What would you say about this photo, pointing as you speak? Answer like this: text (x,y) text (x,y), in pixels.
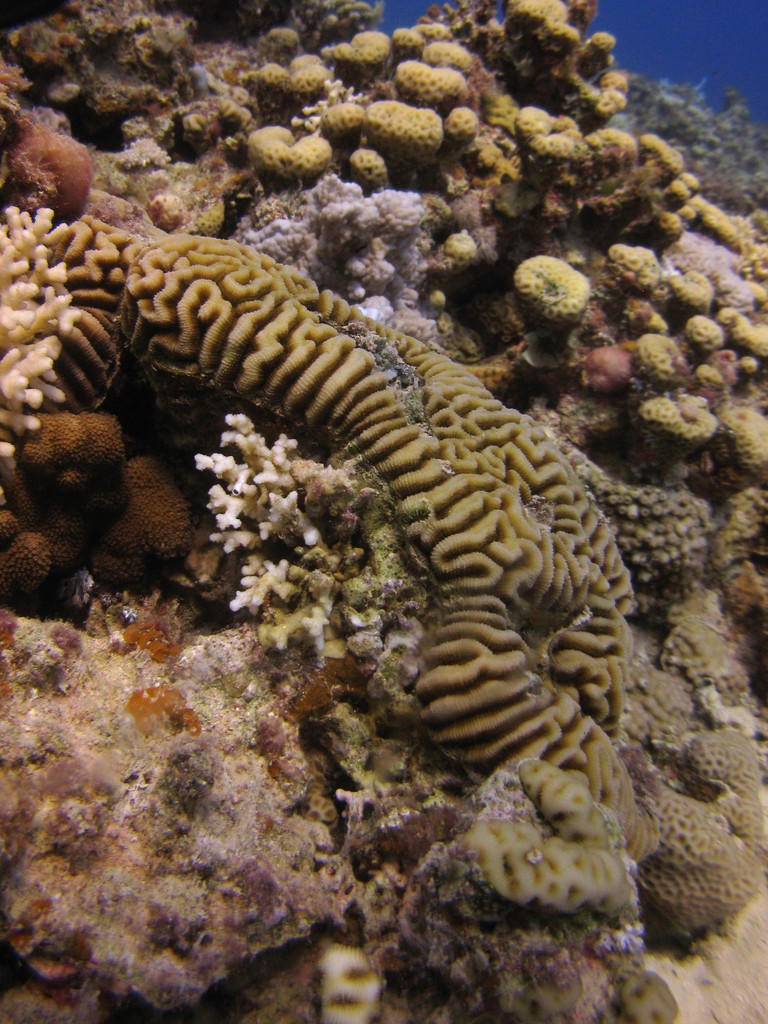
This is the picture of a under water environment (108,732). And there are coral plants (743,549).
